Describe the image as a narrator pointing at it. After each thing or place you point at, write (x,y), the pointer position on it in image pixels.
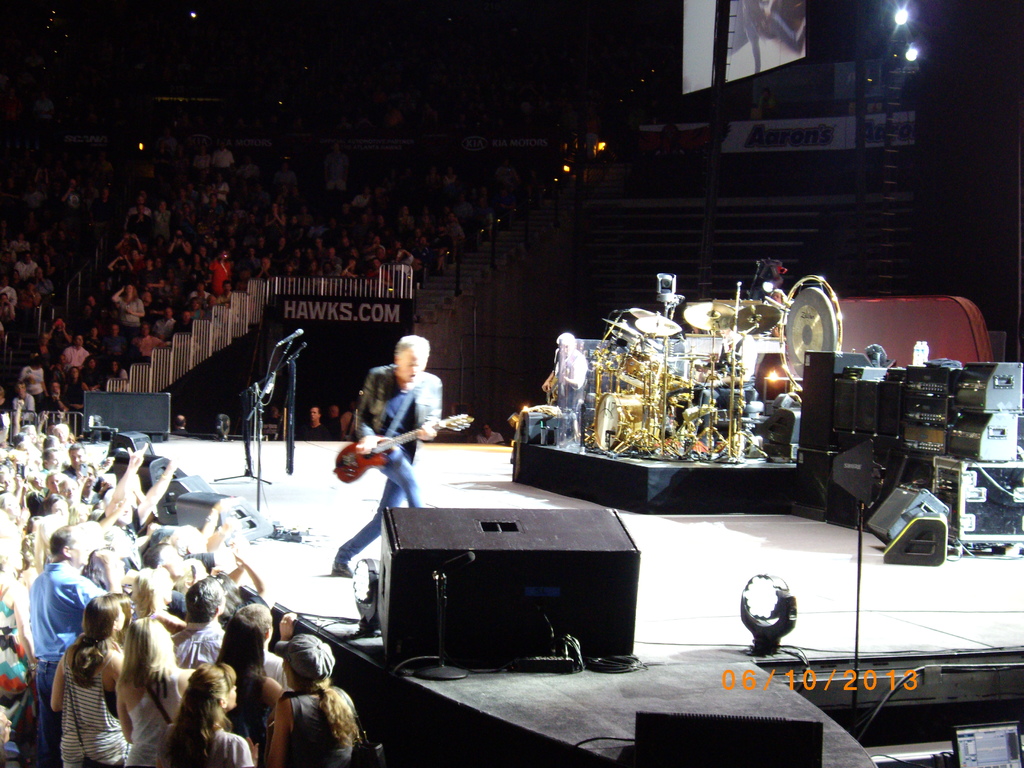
Here I can see a person (398,417) is playing the guitar (373,464) by standing on the stage (326,541). On the right side (748,421) there are many musical instruments (633,414) placed on the stage (814,568). On the left side (121,370) I can see a crowd of people (75,372) facing towards the stage (282,546). In the background (488,133) I can see a screen (740,47), few lights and some other objects (743,151) in the dark. This is looking like an inside view of an auditorium (802,253).
